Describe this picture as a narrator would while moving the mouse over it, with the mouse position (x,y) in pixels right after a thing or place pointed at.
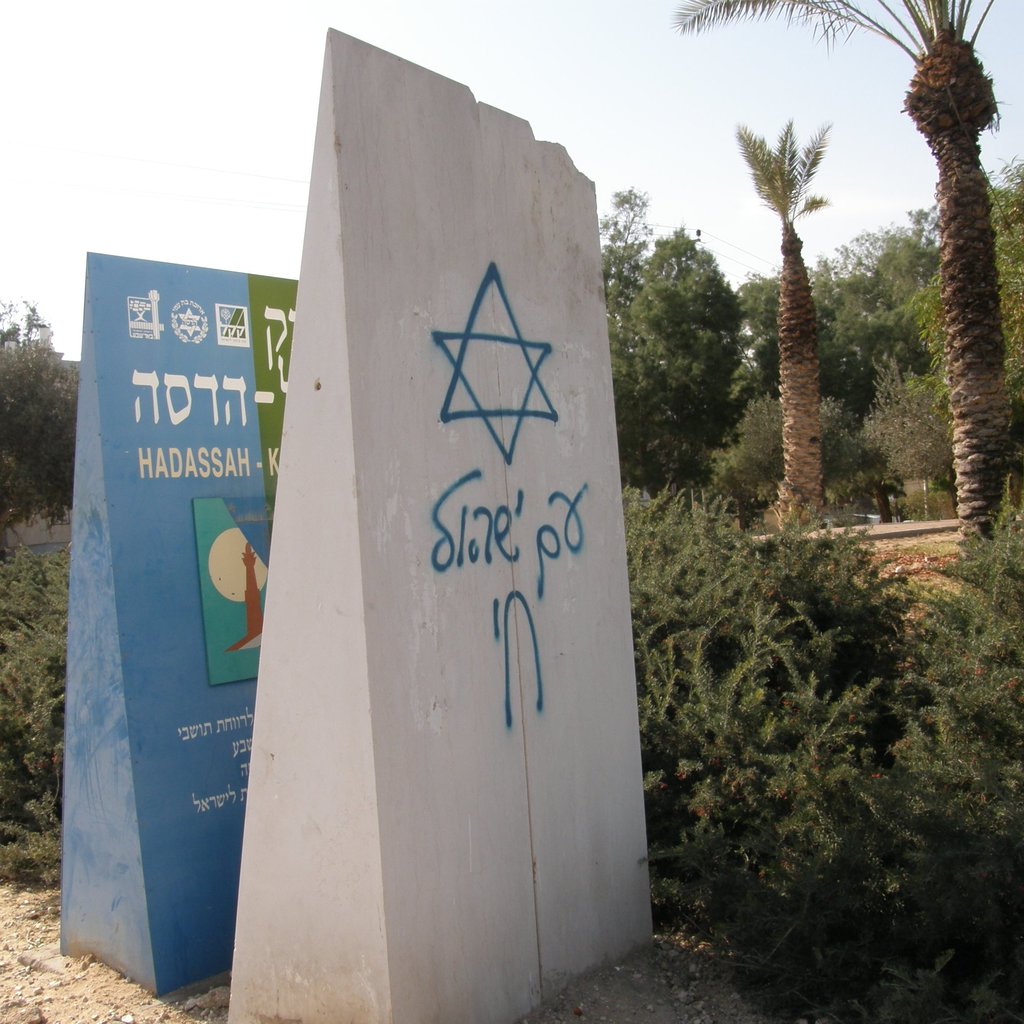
In this image there are two wall structures (432,538) with some text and images (263,562) on it. In the background (26,229) there are trees (676,427) and the sky (145,88).
